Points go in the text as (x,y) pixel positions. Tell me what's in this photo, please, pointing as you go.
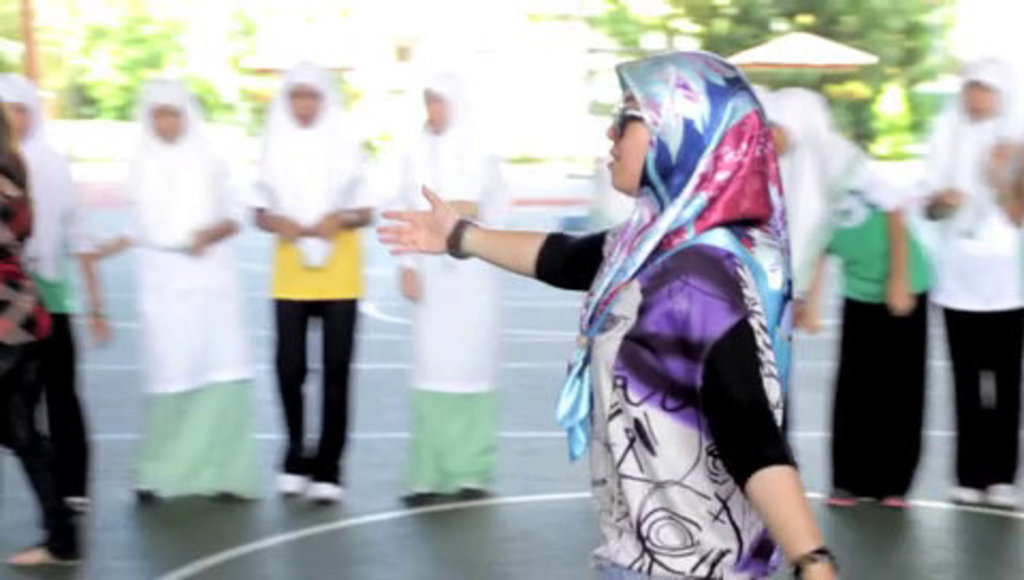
In this image on the right (688,318) there is a woman (707,302), she wears a dress (707,302). At the bottom (365,542) there is a sports court (383,551). In the middle (454,340) there are people (463,324), trees (798,82).
